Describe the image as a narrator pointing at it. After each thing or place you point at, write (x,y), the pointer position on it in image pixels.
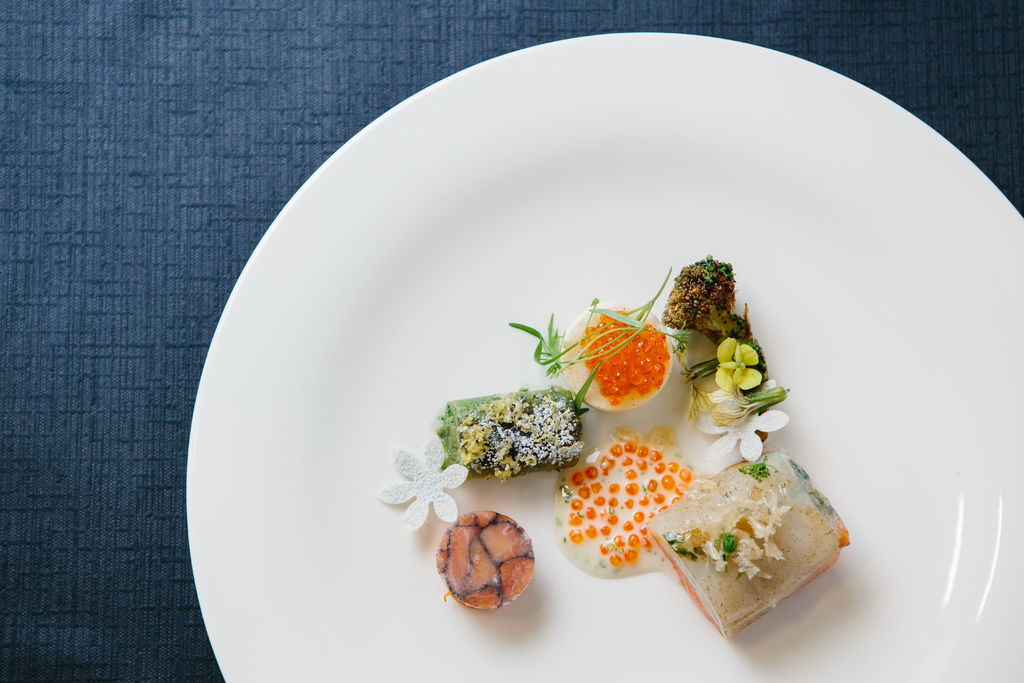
In this image we can see, food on the table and it is placed on the blue surface (237,223).
